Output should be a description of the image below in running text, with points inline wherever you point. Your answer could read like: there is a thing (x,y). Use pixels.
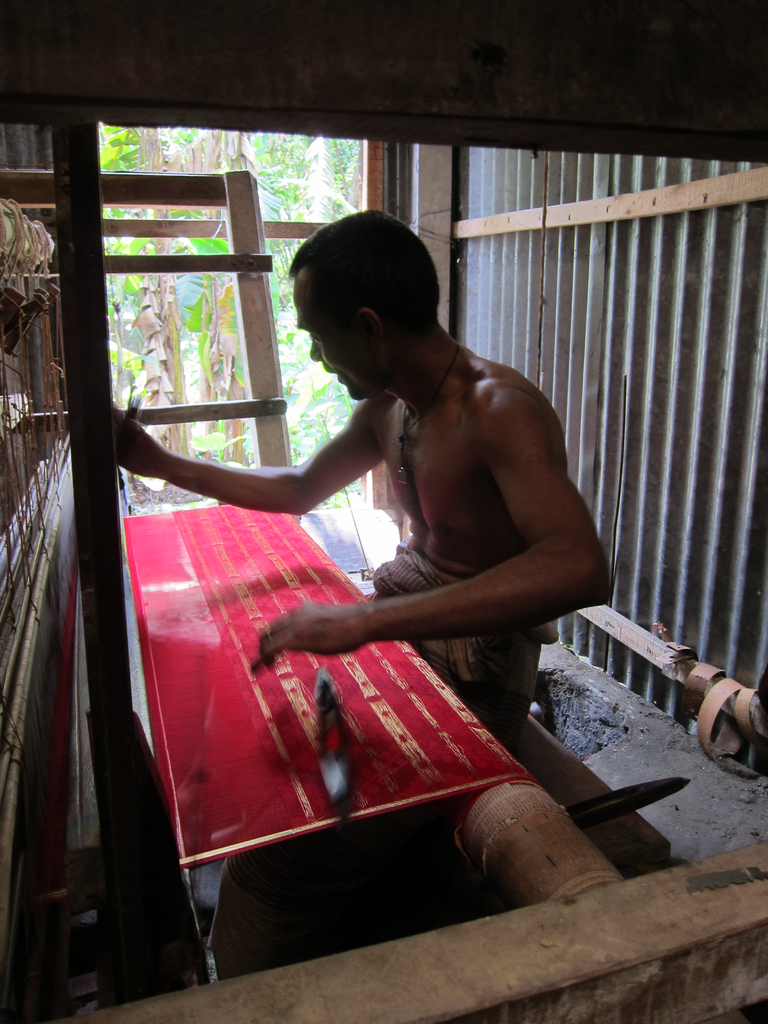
The man (404,489) in the middle of the picture (436,568) is weaving a red saree (215,730). Behind him, we see a metal wall (767,341). Beside him, there is a door (239,288) from which we can see trees (166,385).
